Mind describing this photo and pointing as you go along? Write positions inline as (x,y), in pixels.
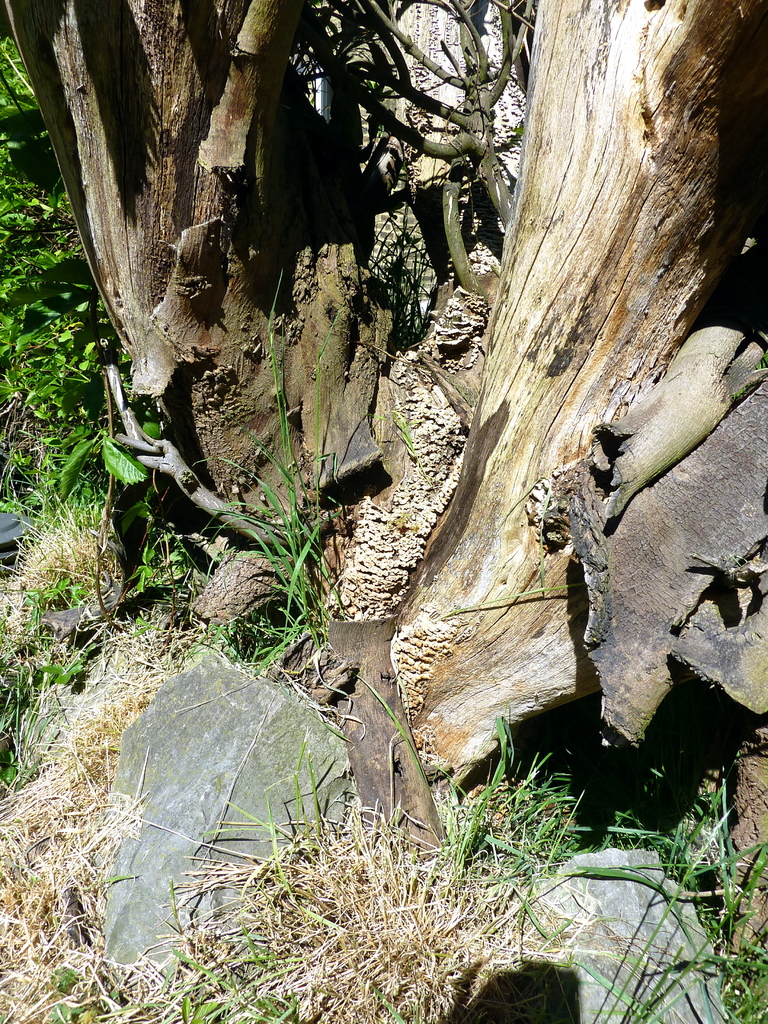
In this picture we can see a tree (103,236) here, at the bottom (360,884) there is grass (338,952) and a rock (252,810).
